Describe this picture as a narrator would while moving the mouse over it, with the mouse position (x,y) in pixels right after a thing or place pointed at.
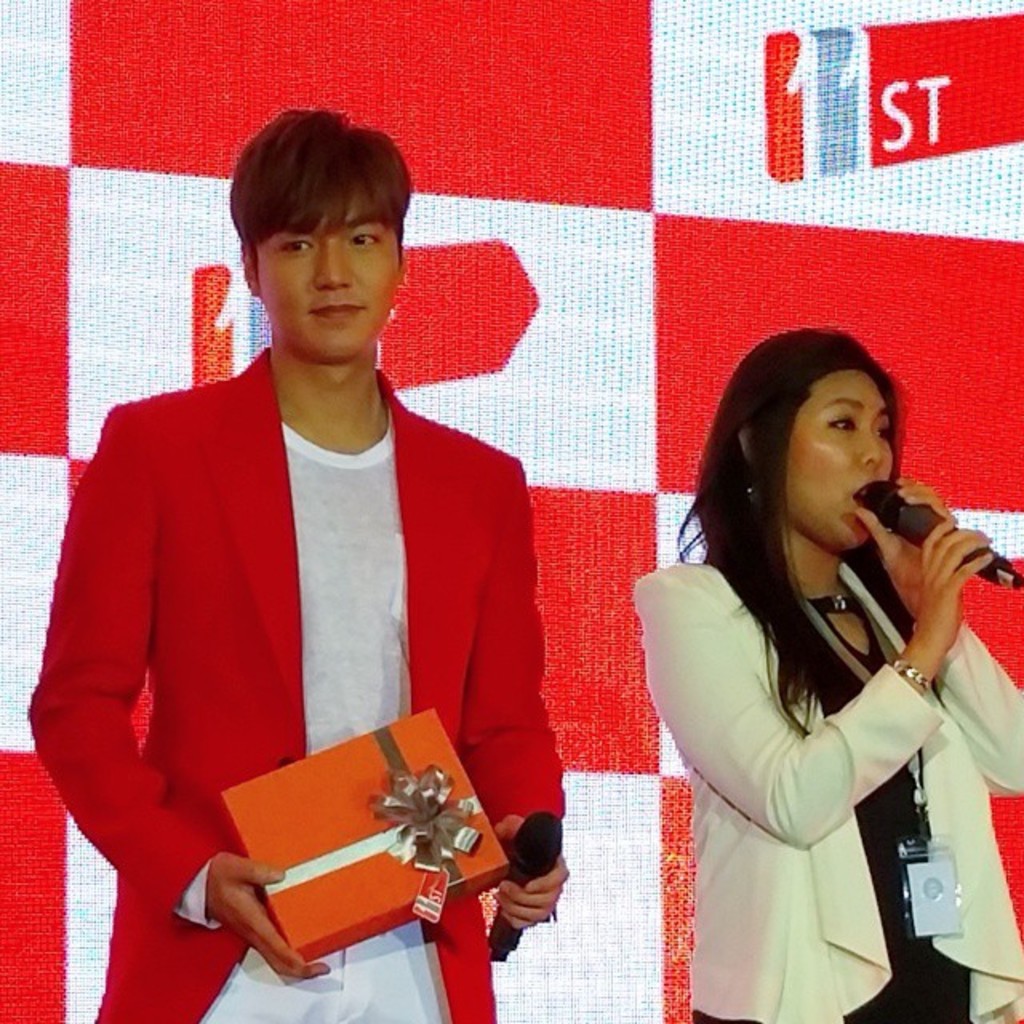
In this image we can see two people (381,688) standing and holding mics (511,931). The man (287,950) standing on the left (294,950) is holding a gift box (465,855). In the background (638,671) there is a board (627,579).
